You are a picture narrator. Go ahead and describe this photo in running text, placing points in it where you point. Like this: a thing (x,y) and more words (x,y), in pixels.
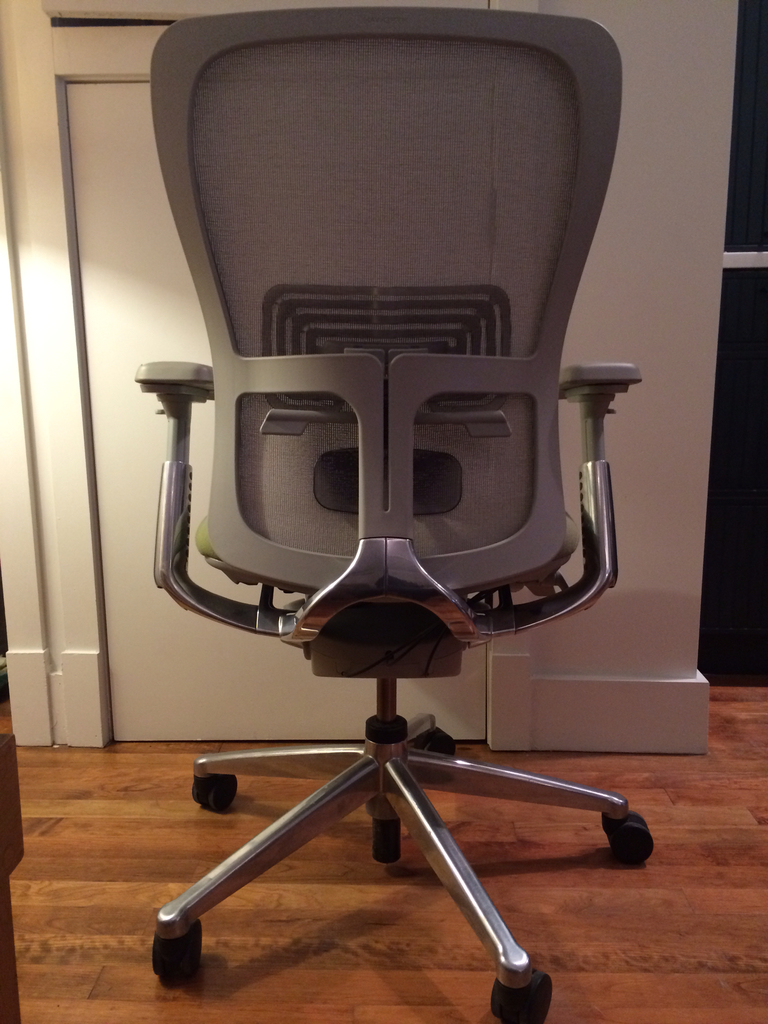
In the center of the image (437,434), we can see a chair (273,535) and in the background (668,546), there is a board (661,509). At the bottom (646,883), there is a floor (571,872).
